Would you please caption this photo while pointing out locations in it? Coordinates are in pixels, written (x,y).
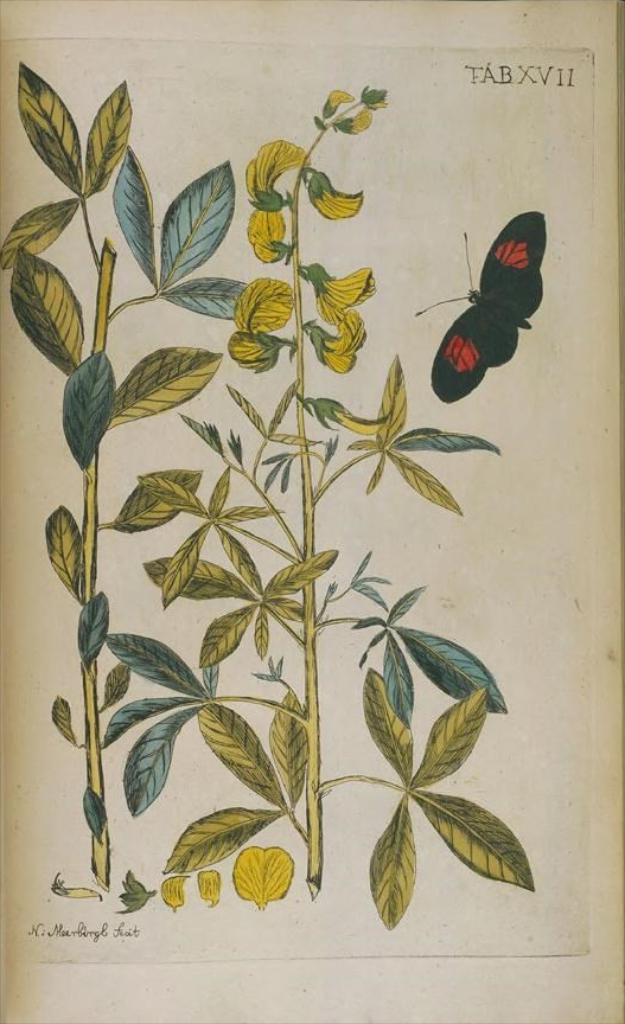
In this image there is a paper (464,532) and on the paper (464,116) there is a painting (174,392) of plants (254,346) and butterfly (485,322) and there is text (485,68), in the background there might be a wall (624,69).
